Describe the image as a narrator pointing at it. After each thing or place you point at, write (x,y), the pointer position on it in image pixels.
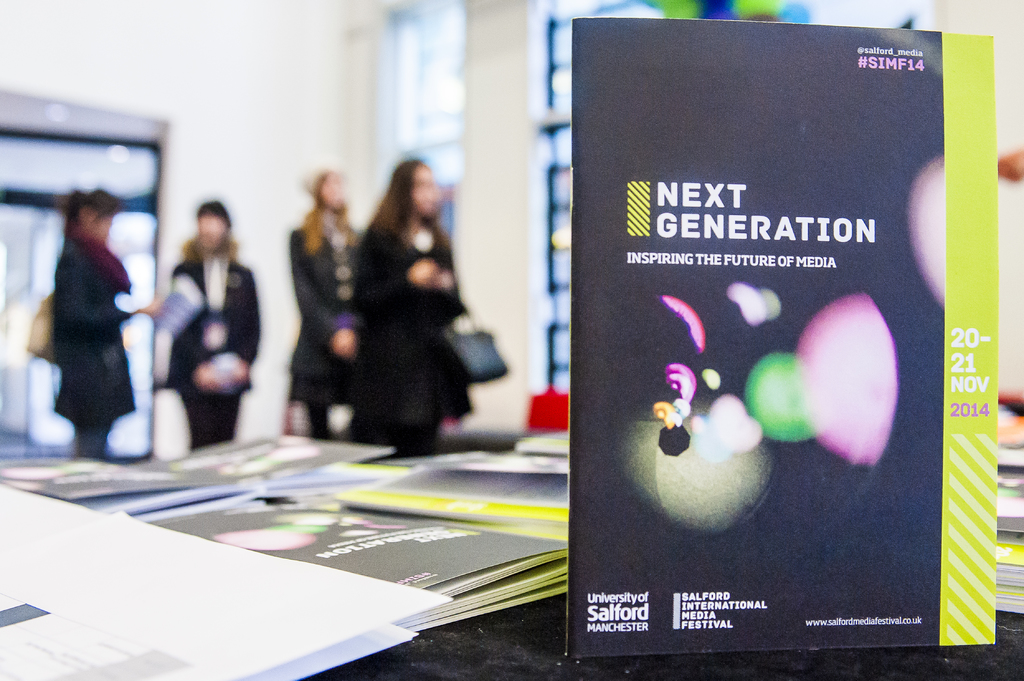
In this image, there are a few people (450,319). We can see some posters (664,415) with text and images (266,545). We can also see the wall (351,54) with some objects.
